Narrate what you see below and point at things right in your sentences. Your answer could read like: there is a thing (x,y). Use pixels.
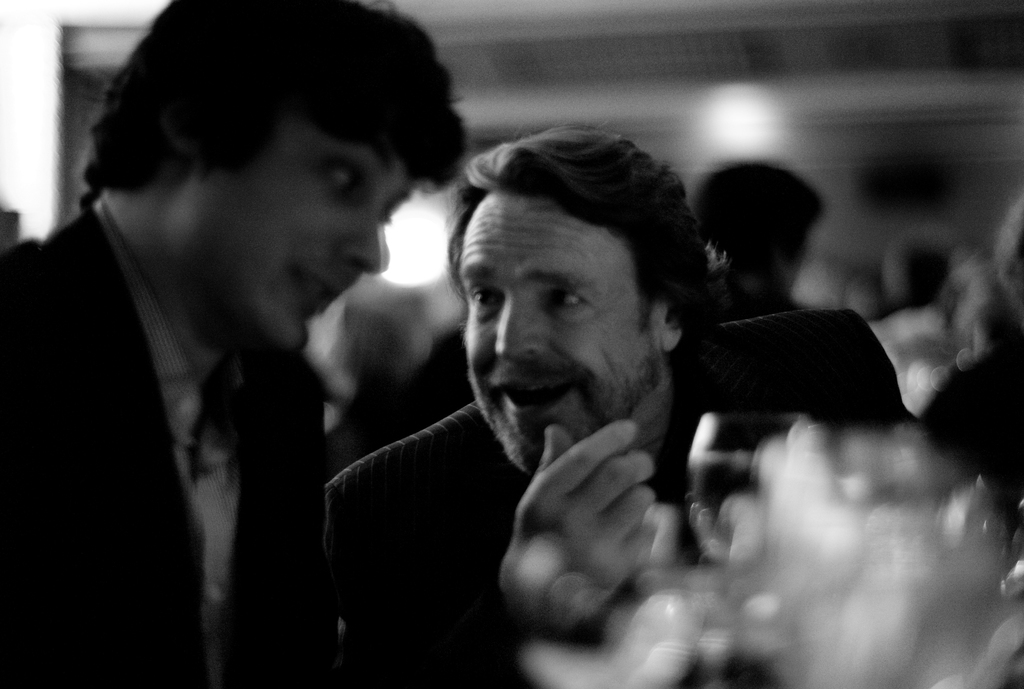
This is a black and white picture, there are two men (294,303) sitting in the front (549,364) with wine glasses (747,463) on the table (786,619) and behind there are few persons (1023,311) visible.
